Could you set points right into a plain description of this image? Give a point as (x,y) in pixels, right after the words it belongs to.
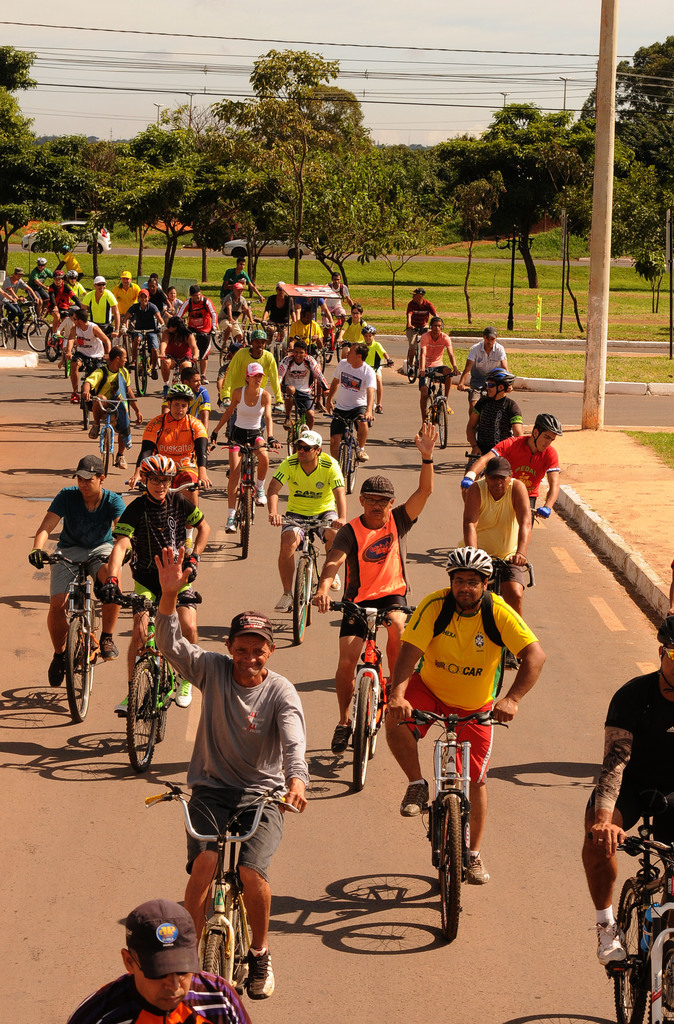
Most of the persons (396,657) are riding bicycle (365,613) and few wore helmets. Far there are number of trees (305,219) and grass (458,267). This is pole (597,207). These are cables (369,63).
